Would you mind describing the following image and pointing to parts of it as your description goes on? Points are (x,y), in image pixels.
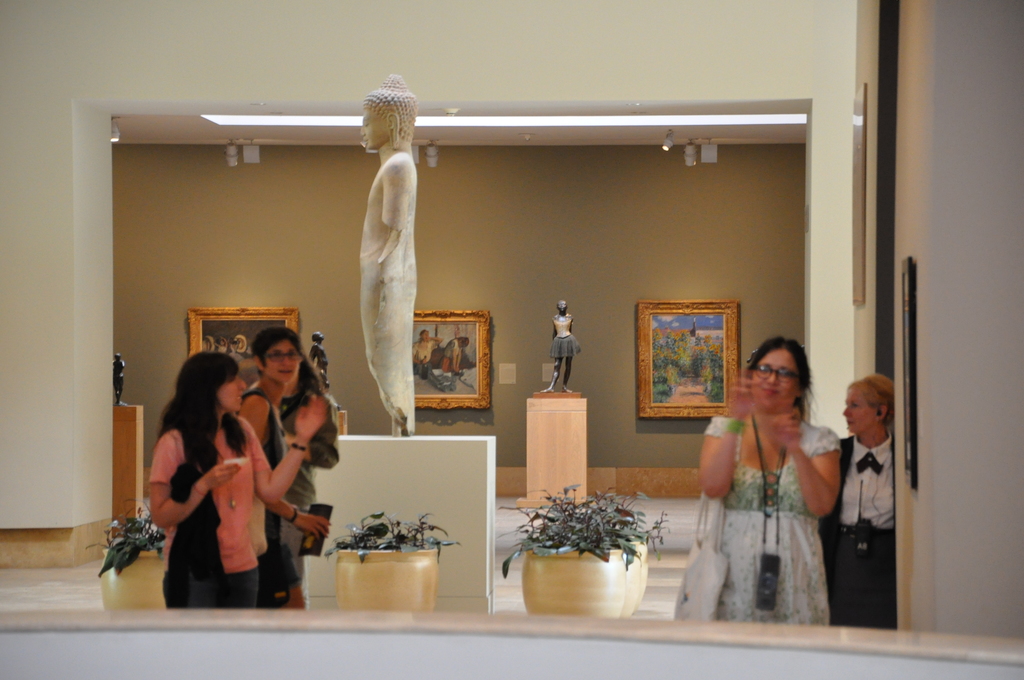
In this image we can see a few people (284,597) standing, among them some people (195,491) are holding the objects (181,482), there are some statues (412,403), flowers pots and lights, also we can see some photo frames (424,339) on the wall (677,228).
